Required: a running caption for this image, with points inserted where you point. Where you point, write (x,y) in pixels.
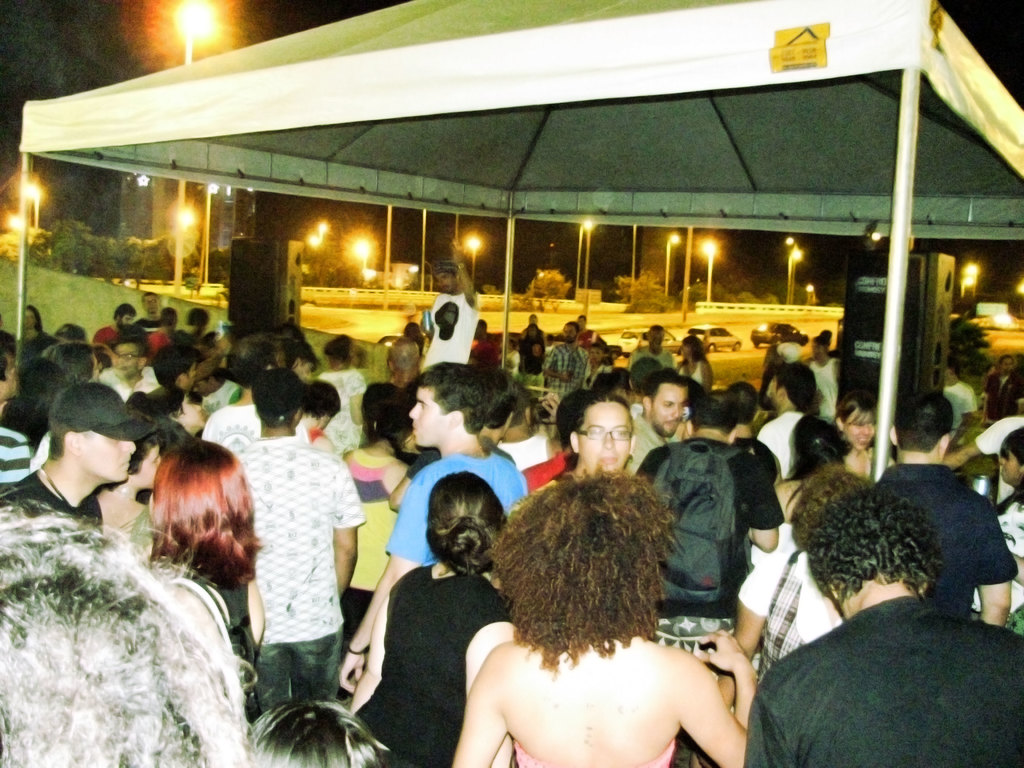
In the center of the image (534,437) we can see a group of people (569,599) are standing and few people (405,378) are holding some objects (689,443). And we can see a few people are wearing caps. In the background (225,160), we can see one building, one tent (126,120), poles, lights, plants (53,225), grass (35,284), banners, fences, few vehicles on the road (789,319), few people (345,375) are standing and a few other objects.
